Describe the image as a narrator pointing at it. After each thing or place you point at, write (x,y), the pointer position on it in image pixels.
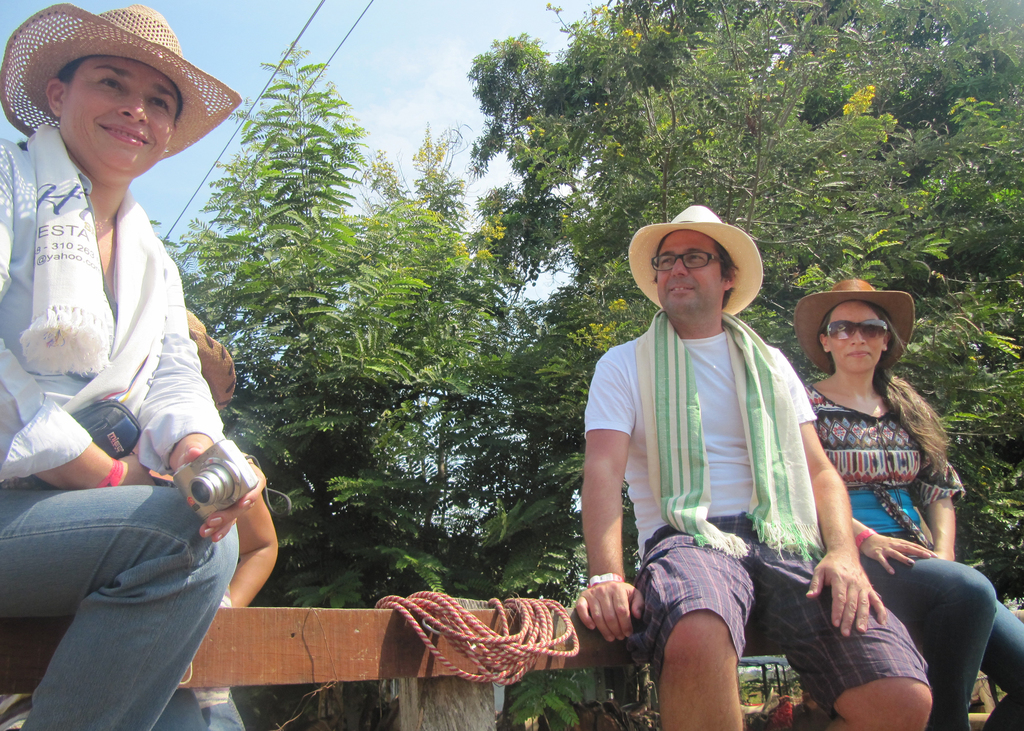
This image consists of three persons (742,457) sitting on a wooden stick (472,609). On the left (182,400), the person (159,451) is holding a camera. On the right (850,396), the two persons (879,459) are wearing hats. In the background (641,205), there are tree (423,145). In the middle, we can see a wooden stick (264,678) along with rope (537,621).
